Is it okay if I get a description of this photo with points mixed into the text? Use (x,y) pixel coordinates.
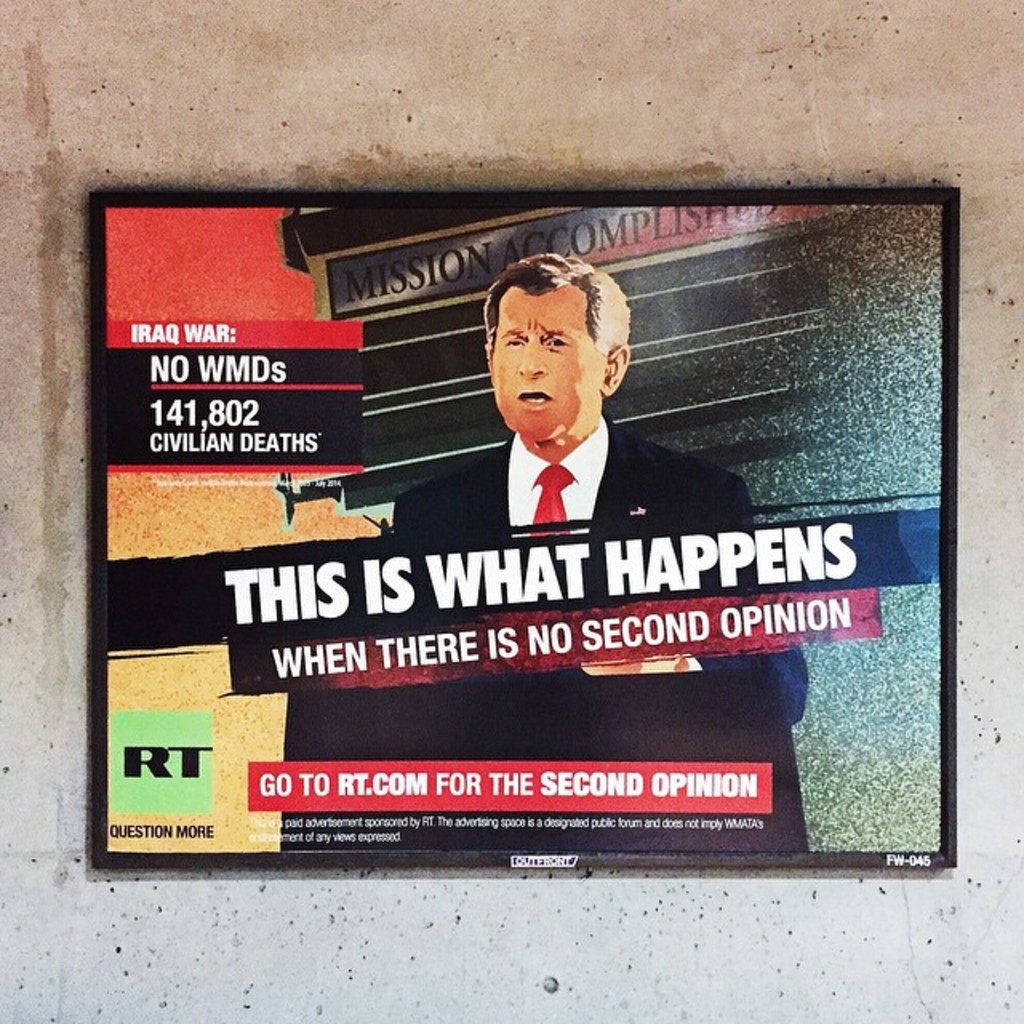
In this image we can see a poster (421,309) on the wall (263,944) and on the poster (571,525) we can see the picture (588,511) of a person (626,461) and texts (380,794).
